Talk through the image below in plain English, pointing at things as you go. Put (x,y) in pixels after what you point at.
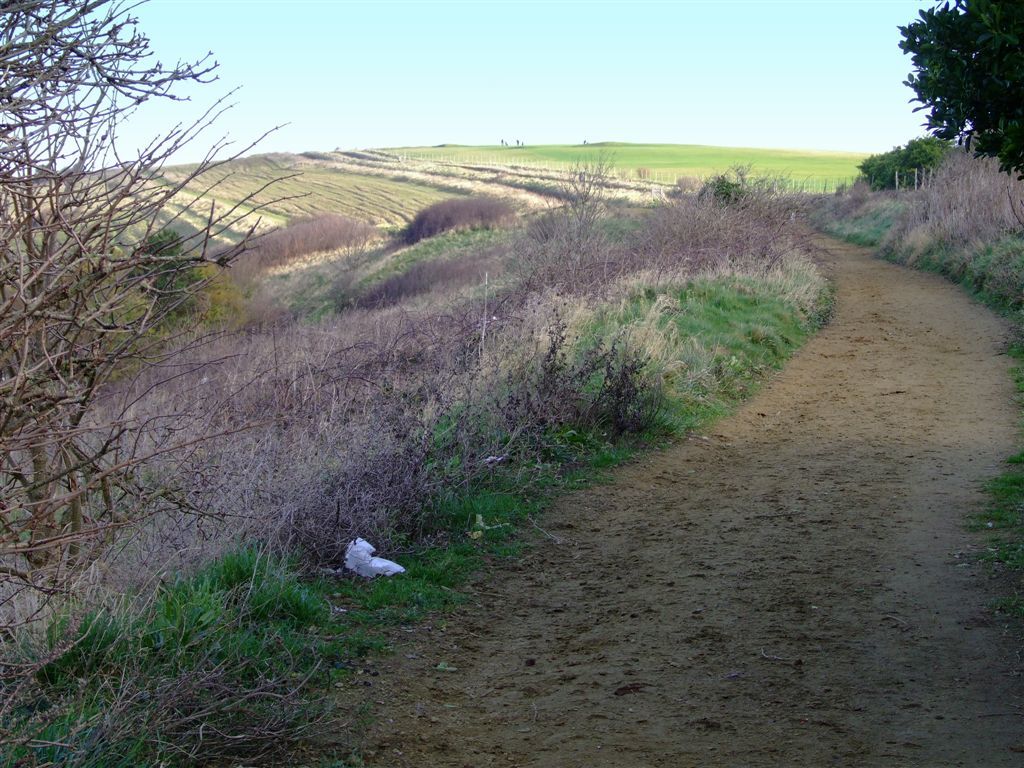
In this image we can see a walkway (804,505) and at the background of the image (507,131) there are some farm lands (220,212), trees (1022,124) and clear sky (291,103).
